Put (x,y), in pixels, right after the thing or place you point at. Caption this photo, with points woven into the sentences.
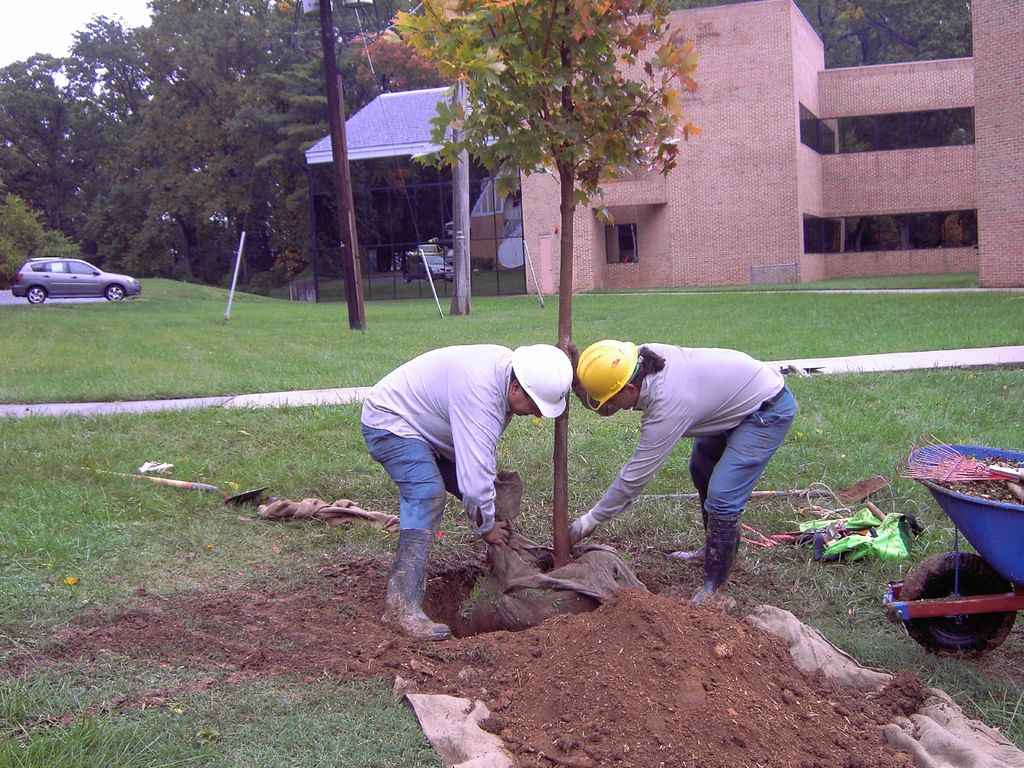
In this image we can see a tree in a bag (521,587) which is placed on the ground (454,653). We can also see two men (710,592) standing on the ground (670,567) holding them. We can also see a trolley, some tools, a heap of mud (747,650) on the cloth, some grass (813,563) and some tools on the ground (355,530). In the center of the image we can see a pathway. On the backside (385,243) we can see poles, a building (803,254) with windows (835,245), a car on the ground (229,355), a group of trees (223,218) and the sky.
